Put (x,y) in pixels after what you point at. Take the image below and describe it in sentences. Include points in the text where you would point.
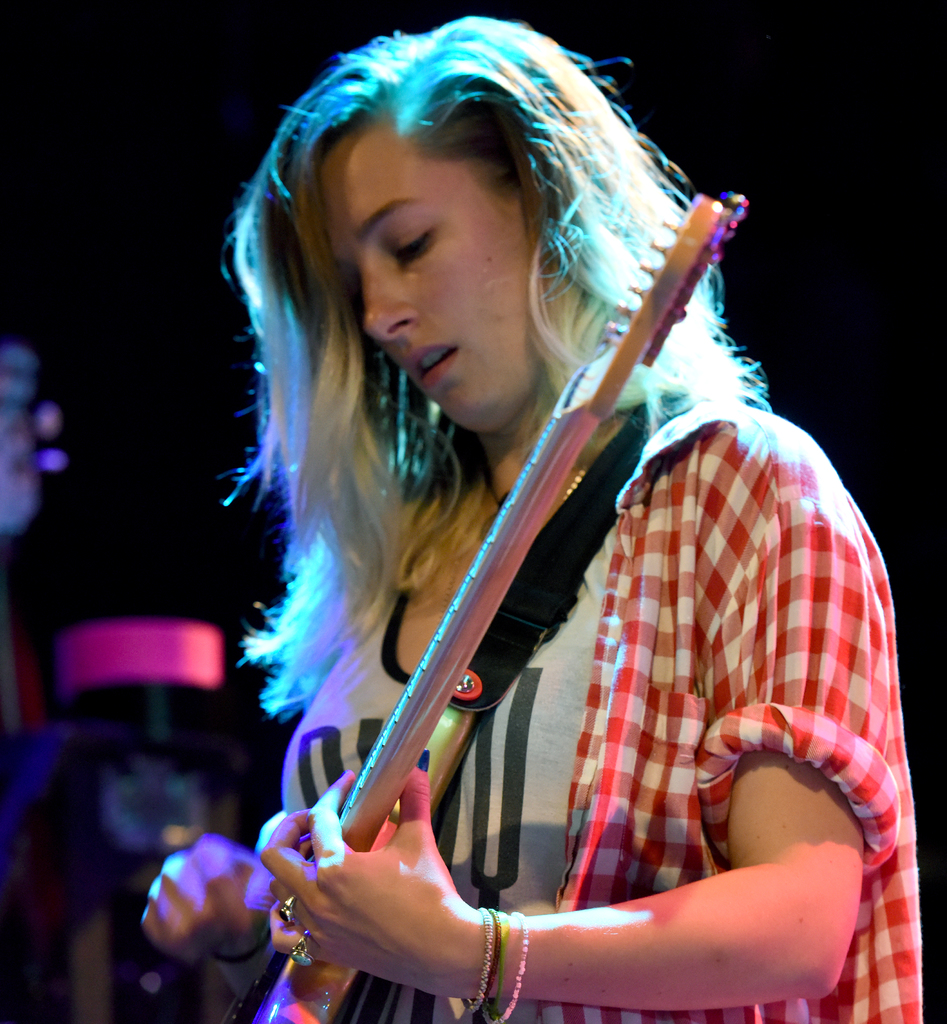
In this picture there is a lady (791,483) who is standing at the center of the image (344,666) is holding a guitar (569,438) in her hands (287,851), there are four bangles (497,912) in her left hand (459,927).
